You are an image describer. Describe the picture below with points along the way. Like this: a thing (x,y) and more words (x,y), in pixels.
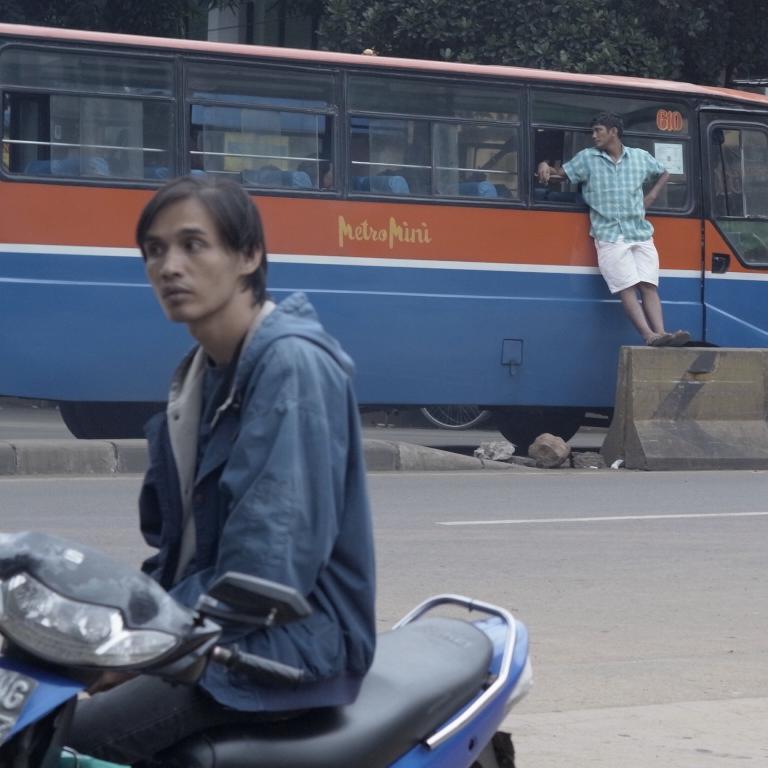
In this picture we can see vehicle (32,148) on the road (749,496), one person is standing on the divider (729,446), on other side we can see person (211,345) with bike (255,760).
